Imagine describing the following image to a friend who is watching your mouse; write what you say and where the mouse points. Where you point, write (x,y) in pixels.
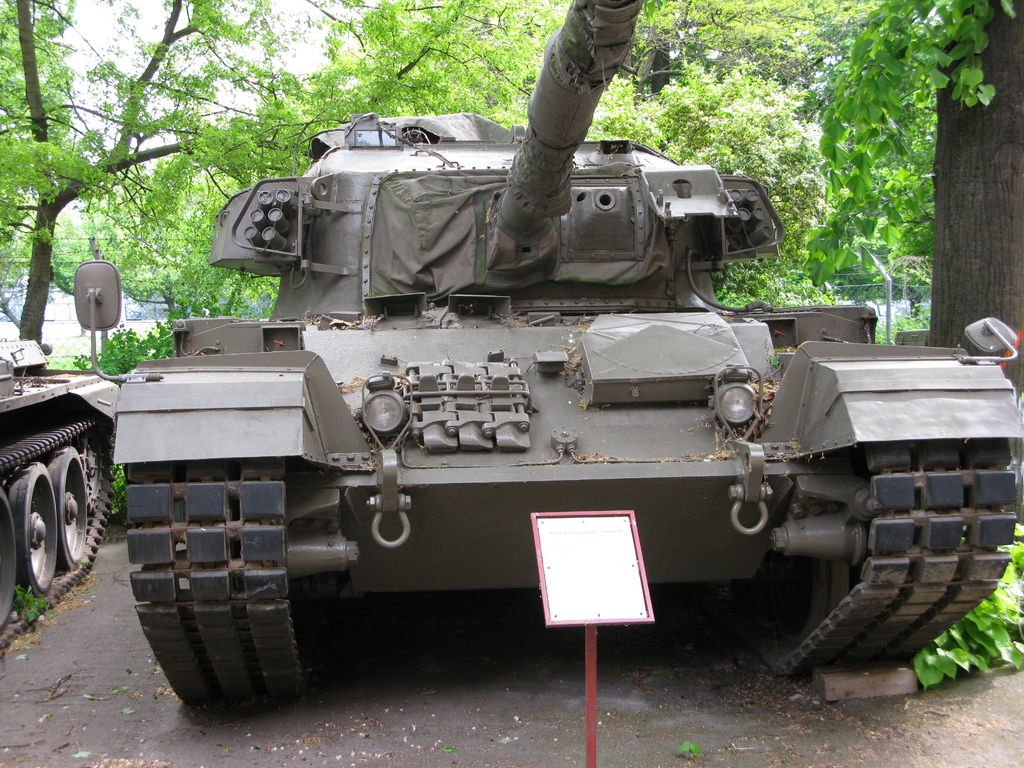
In the image there are two combat vehicles (241,411) and around the vehicles (637,8) there are a lot of trees (732,167) and in the front (594,639) there is a small board (576,590) stick to the pole (594,642).
